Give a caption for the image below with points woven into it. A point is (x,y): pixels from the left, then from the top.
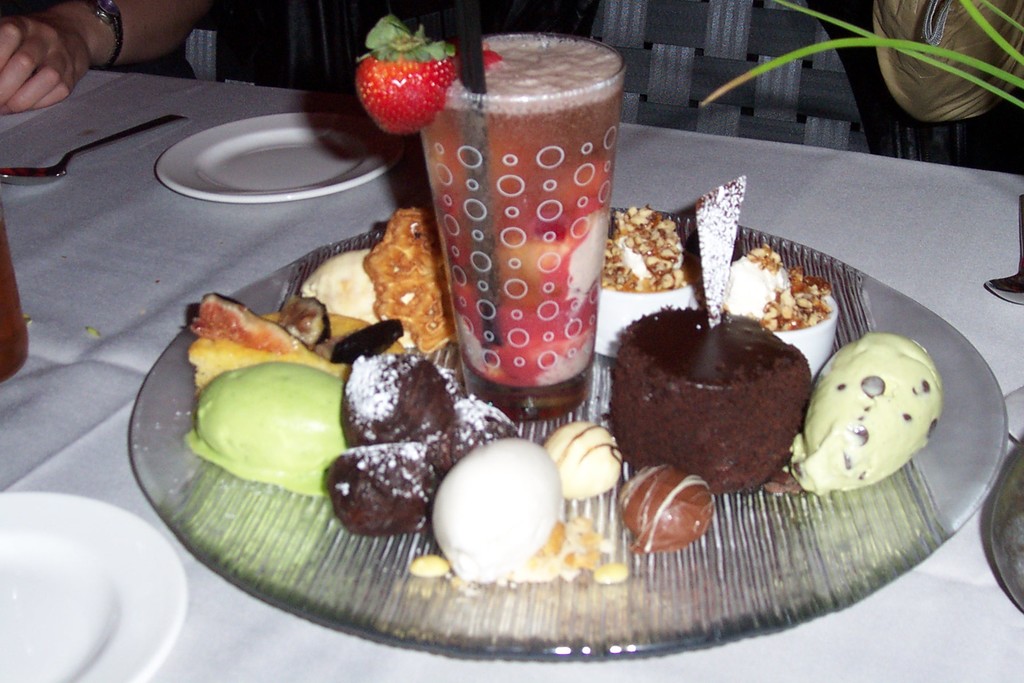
In this image we can see a glass of drink (528,314) and a few other food items (641,425) on a plate (271,295), the plate (284,282) is on top of a table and there are two other plates (187,186) and a spoon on the table (211,237), in front of the table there is a chair (689,87) and there is a person's hand (62,57) on the table (134,78).
